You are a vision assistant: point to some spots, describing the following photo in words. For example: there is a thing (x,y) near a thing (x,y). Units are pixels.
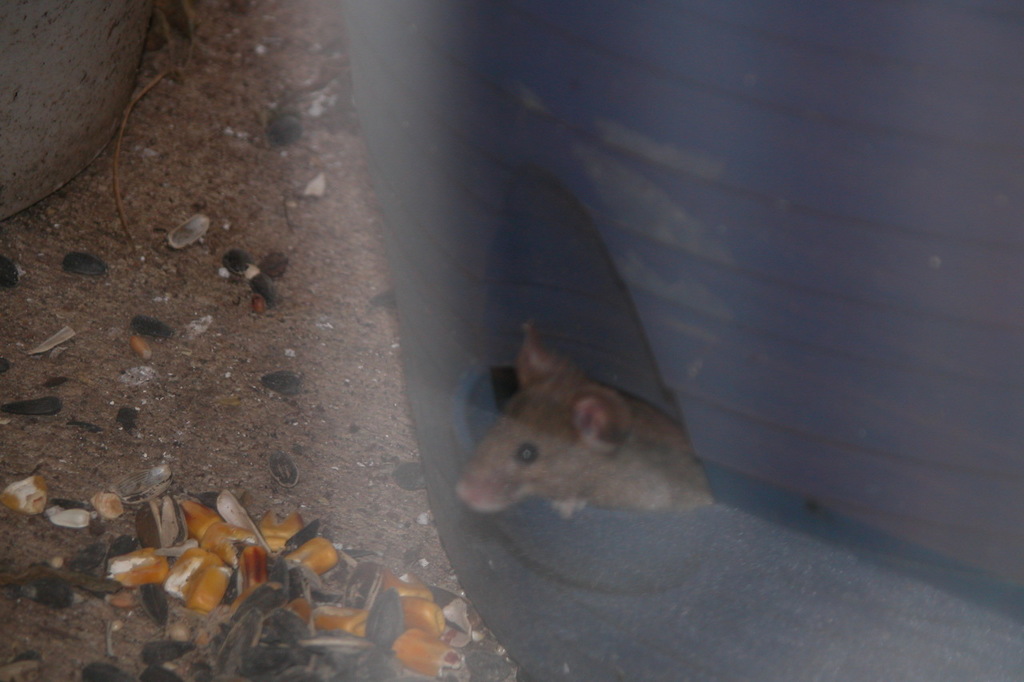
In this picture there is a mouse (567,479) in the object (556,527). At the bottom (290,479) there are seeds (146,470) and there is an object (134,2).
